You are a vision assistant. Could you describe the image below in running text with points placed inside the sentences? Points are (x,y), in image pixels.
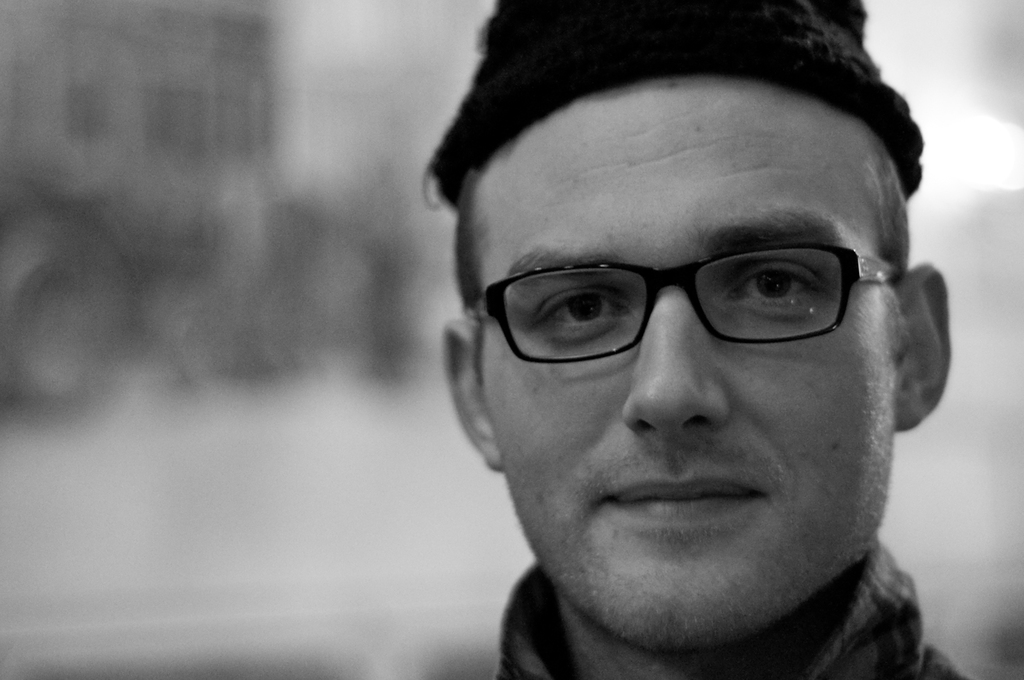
In this picture we can see a man (542,598) wore a spectacle (558,309), cap (523,74) and smiling and in the background (302,321) it is blur.
